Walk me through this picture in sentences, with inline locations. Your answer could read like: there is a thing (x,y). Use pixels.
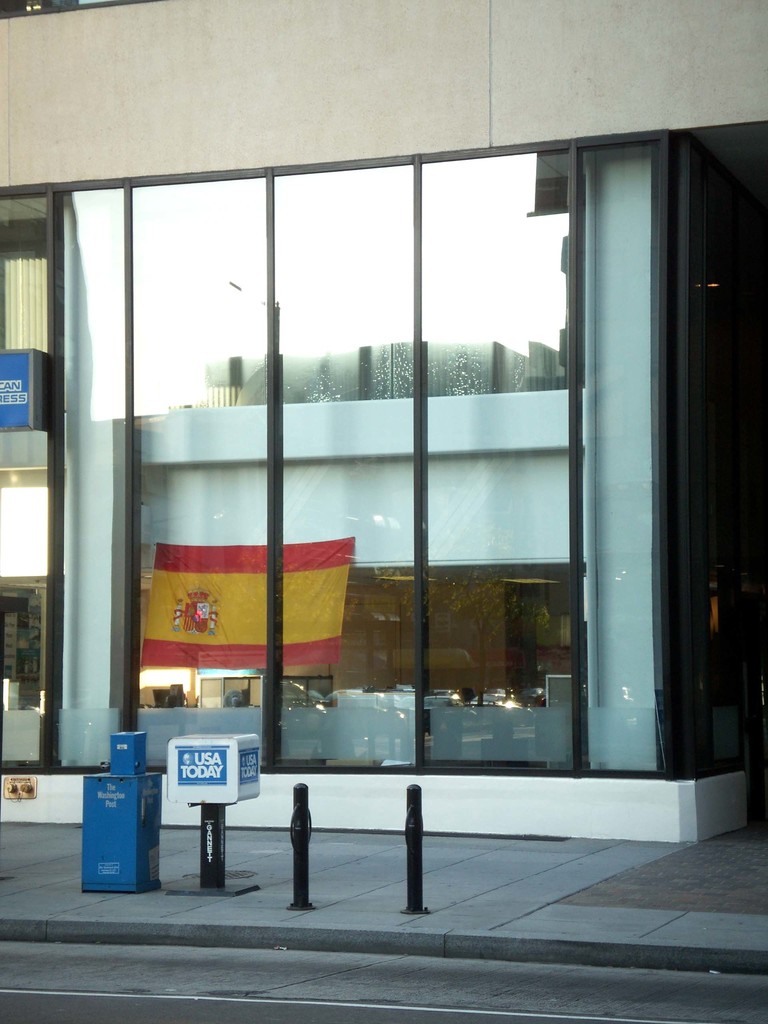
In this picture there is a building (695,237). Behind the mirror (108,691) there is a flag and there are tables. There is a board (43,407) on the wall (101,484) and there is text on the board (14,410) and there is a reflection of tree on the mirror (547,566). In the foreground (101,815) there are poles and there is a board (240,746) and there is a box (101,815) and there is text (217,758) on the board (172,764) and on the box (104,890). At the bottom (322,1002) there is a road (656,1005).
